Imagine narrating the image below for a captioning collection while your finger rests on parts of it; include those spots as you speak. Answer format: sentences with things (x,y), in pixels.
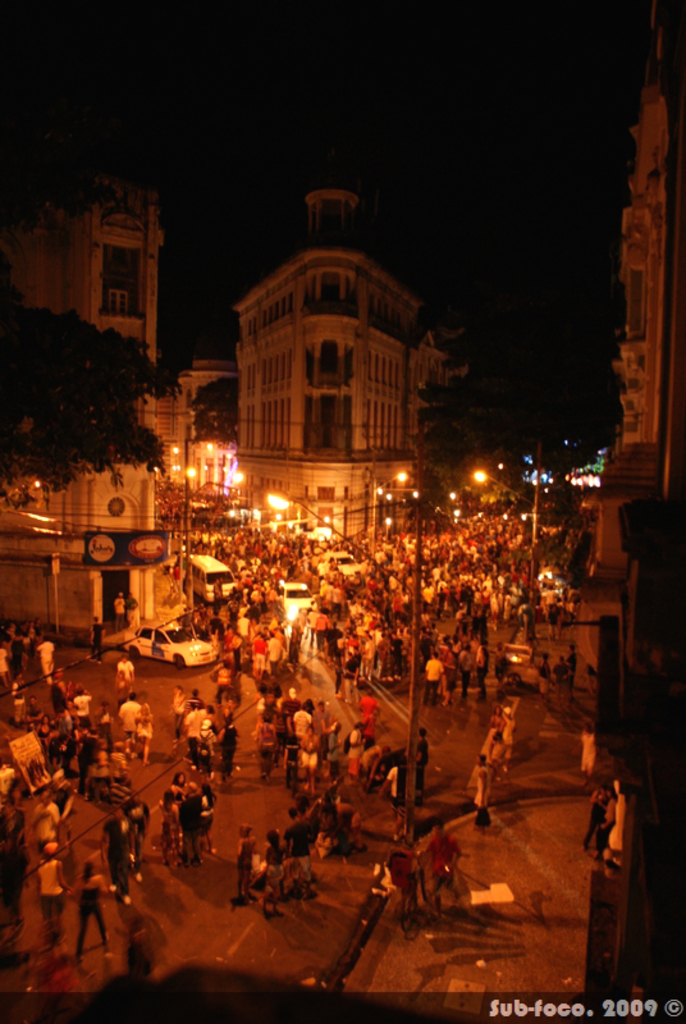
In this picture I can see the road (491,633) in front, on which there are number of people (265,655), cars (212,569) and few light poles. In the middle of this picture (310,388) I can see the buildings (682,552) and few trees (40,363). I see that it is totally dark in the background (609,140). On the bottom right corner of this picture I can see the watermark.
